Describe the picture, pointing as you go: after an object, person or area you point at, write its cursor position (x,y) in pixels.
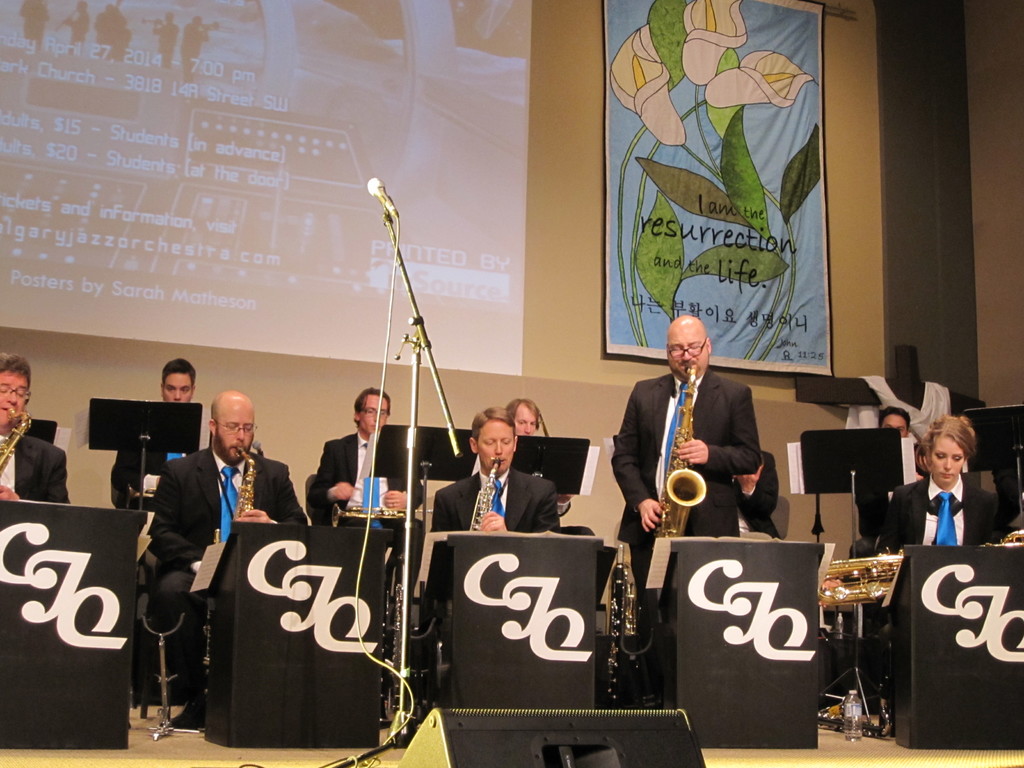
This picture is taken on a stage (655,453). Most of the people (564,513) on the stage (494,436) are playing musical instruments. In front of them, there are podiums (952,621) and boards (123,434). In the center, there is a mike (383,748). Towards the left (250,456), there is a man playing a saxophone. All the people (898,517) on the stage (845,484) are wearing blazers (915,516). On the top (199,57), there is a screen (168,138) and a frame (792,120) with pictures (796,185) and text (714,241).
